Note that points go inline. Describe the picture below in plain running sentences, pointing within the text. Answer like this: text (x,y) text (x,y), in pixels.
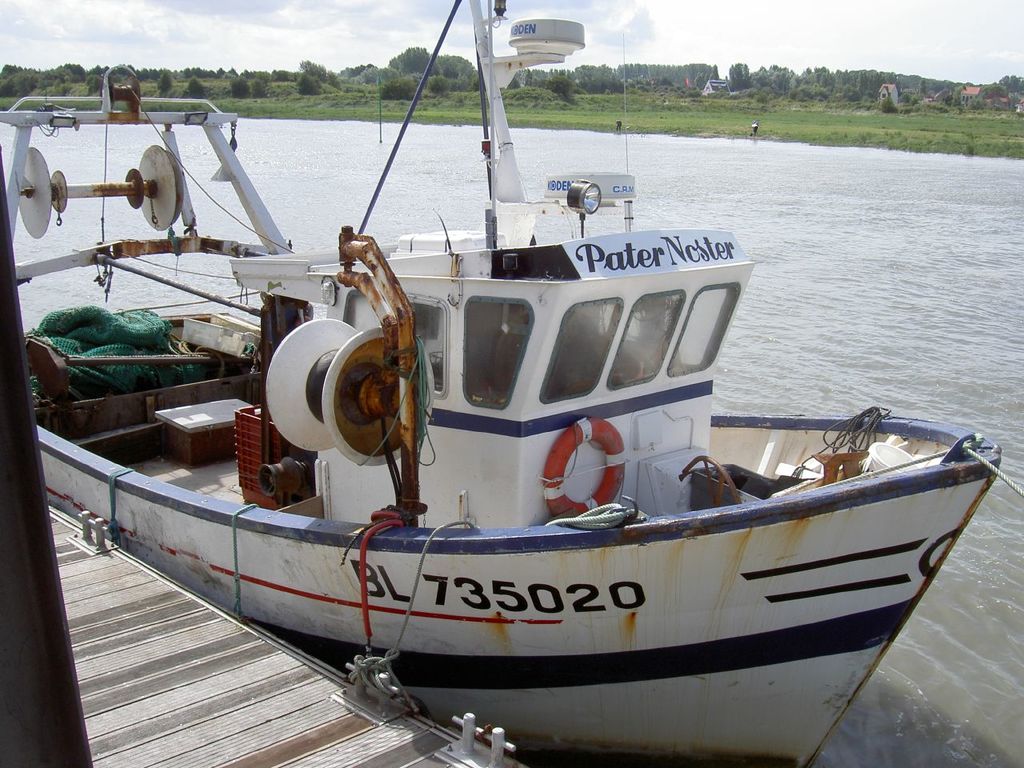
There is a boat (547,293) with windows (519,359) and something is written on the boat (554,566). There is a tube (548,457), poles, net (123,340) and many other things (883,467) in the boat (435,409). And it is tied with a rope (362,669) to the deck (251,724). And the boat (533,735) is on the water (836,260). In the back (702,103) there is grass (601,127), trees (692,93) and sky (350,23).
